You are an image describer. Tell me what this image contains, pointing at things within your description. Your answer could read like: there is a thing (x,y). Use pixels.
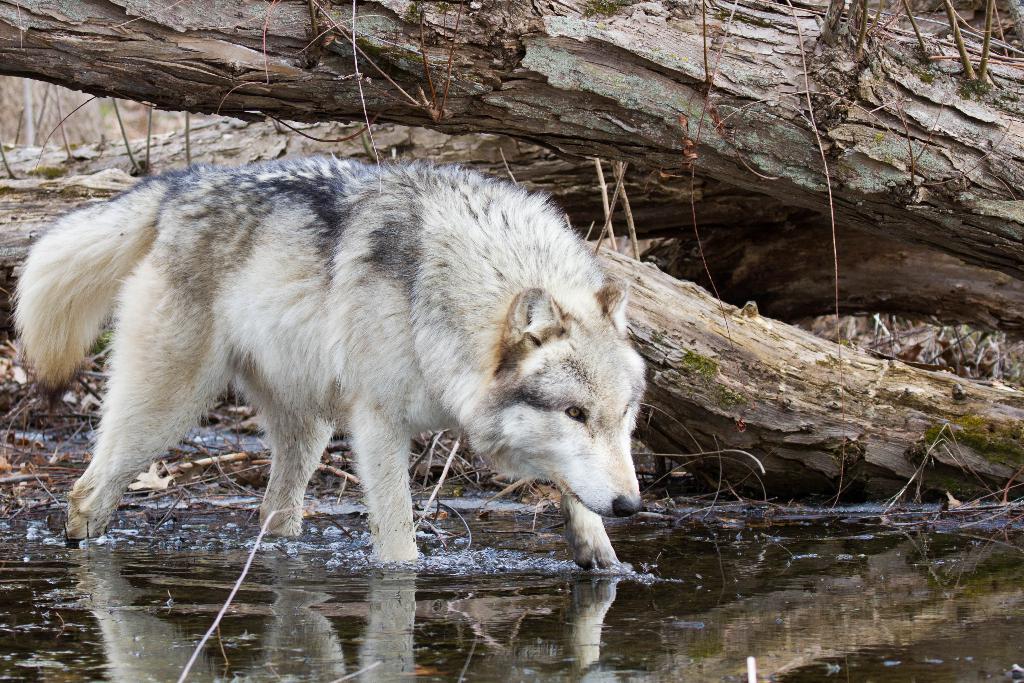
In this image there is a white colored wolf (347,292) which is standing in the water (316,539). At the bottom (304,612) there is water (627,612). In the background (705,231) there are tree trunks (287,73).
